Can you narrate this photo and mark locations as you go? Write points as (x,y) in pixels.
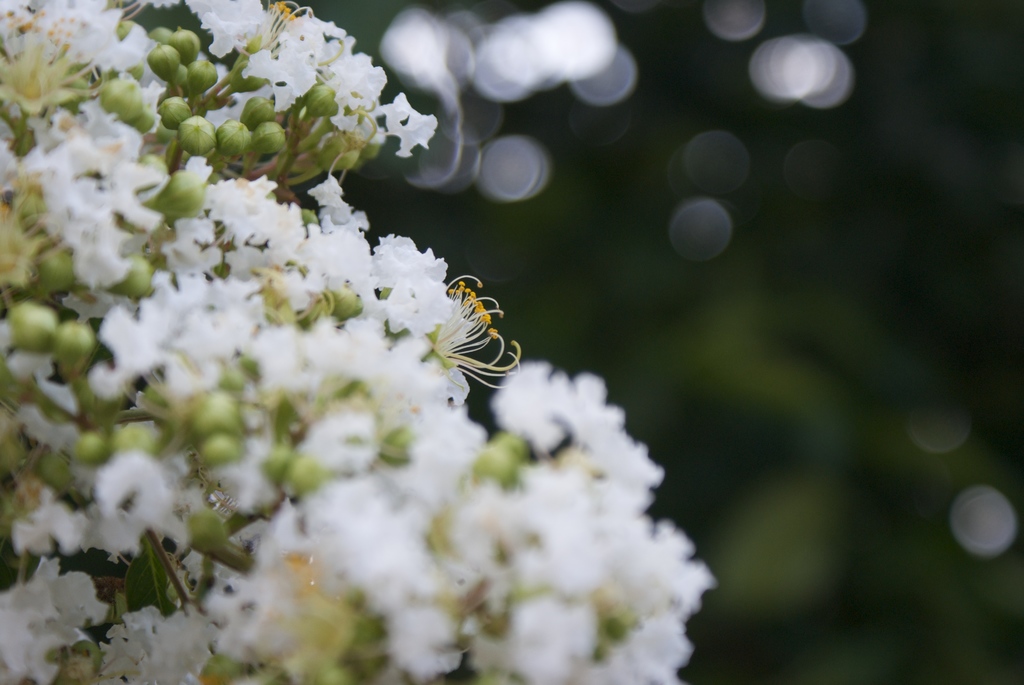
In the picture I can see white color flowers (480,443). The background of the image (855,469) is blurred and which is dark.
